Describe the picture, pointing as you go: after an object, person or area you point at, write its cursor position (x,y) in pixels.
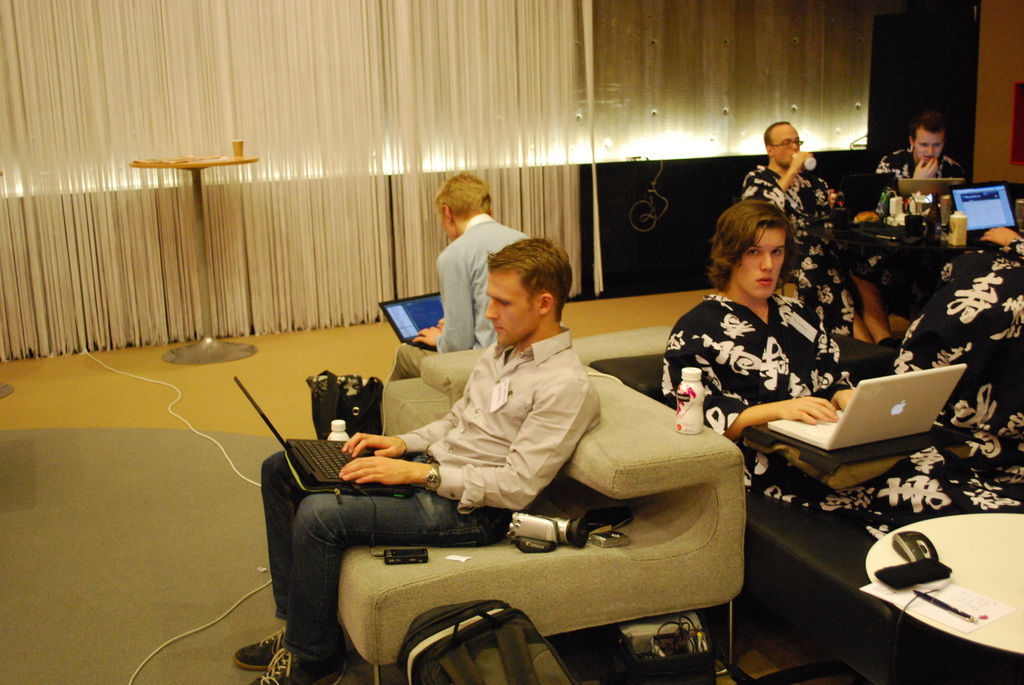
This picture shows a group of people (307,534) seated and working on the laptops (893,376) and we see a man (782,149) drinking and we see few blinds (364,36).
